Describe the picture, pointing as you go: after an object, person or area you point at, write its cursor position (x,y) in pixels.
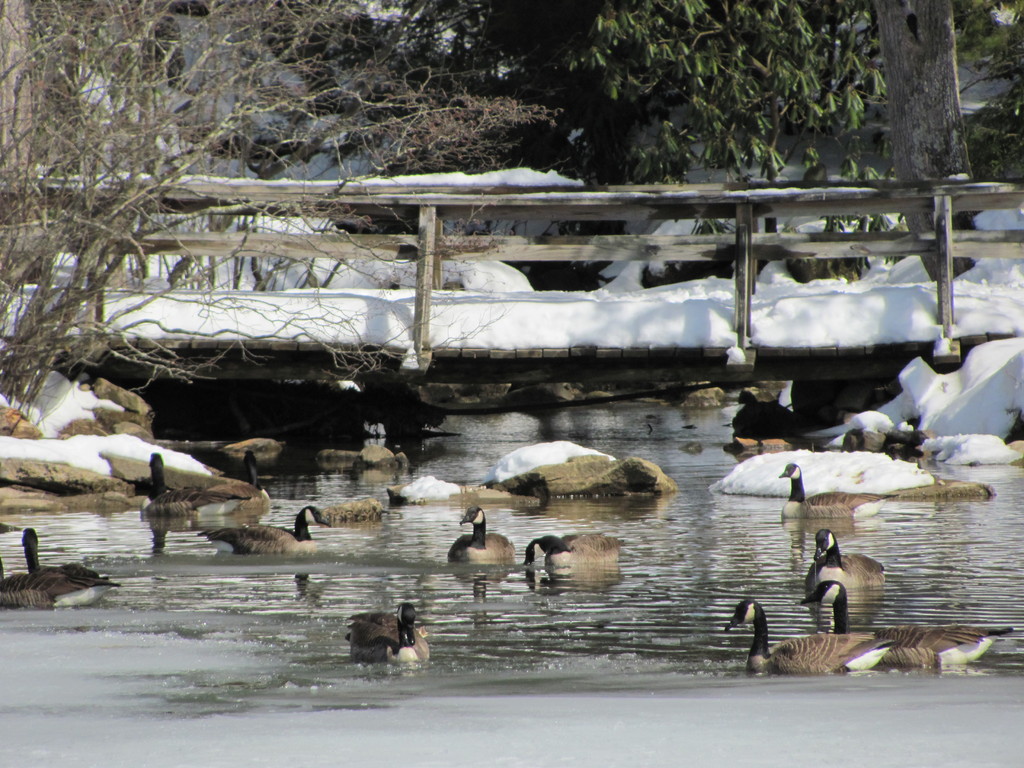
These are the geese (798,509), which are in the water (798,522). I can see the rocks (35,472). This looks like a wooden bridge (674,316), which is partially covered with the snow (526,306). I can see the trees (625,85).
